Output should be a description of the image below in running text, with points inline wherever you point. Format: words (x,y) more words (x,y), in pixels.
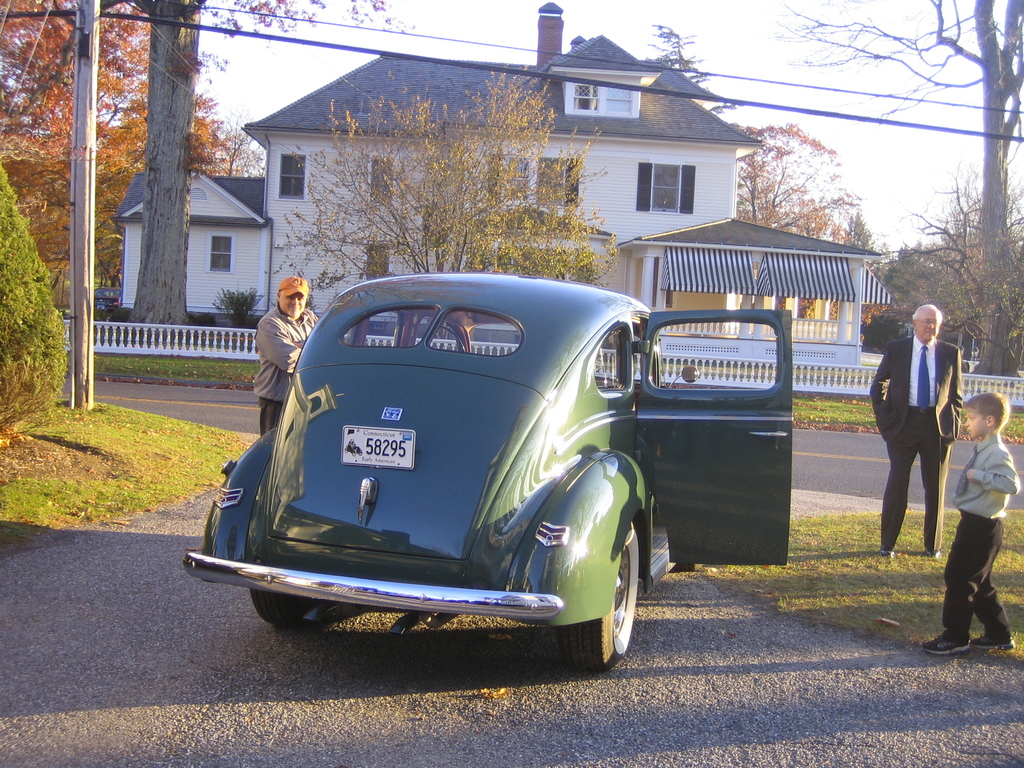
In this image there is a car (481,483) on the road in the bottom of this image (545,516). There are some persons (982,484) standing on the right side of this image (909,483) and one person (279,406) is standing on the left side (281,339) to this car (326,370). There are some trees (197,111) on the left side of this image (186,189) and right side of this image (852,236) as well. One tree (453,237) is in the middle of this image (505,265) and there is a building (252,268) in the background (258,287). There is a sky (427,20) on the top of this image (590,39).
